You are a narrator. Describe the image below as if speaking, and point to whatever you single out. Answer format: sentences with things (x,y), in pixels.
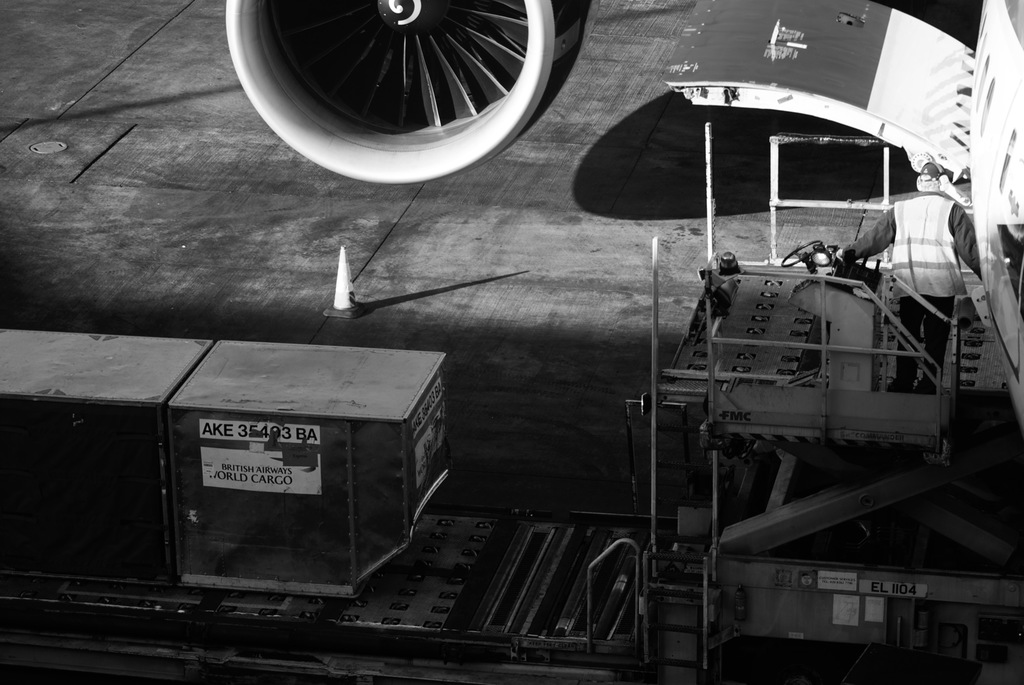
It looks like a black and white picture. We can see a man (912,315) is standing on a cargo lift (891,418). In front of the man (908,264) there is an airplane (902,134) and a turbine (388,17). On the left side of the man (910,298) there is a cone barrier (349,300) and a container (80,465).
